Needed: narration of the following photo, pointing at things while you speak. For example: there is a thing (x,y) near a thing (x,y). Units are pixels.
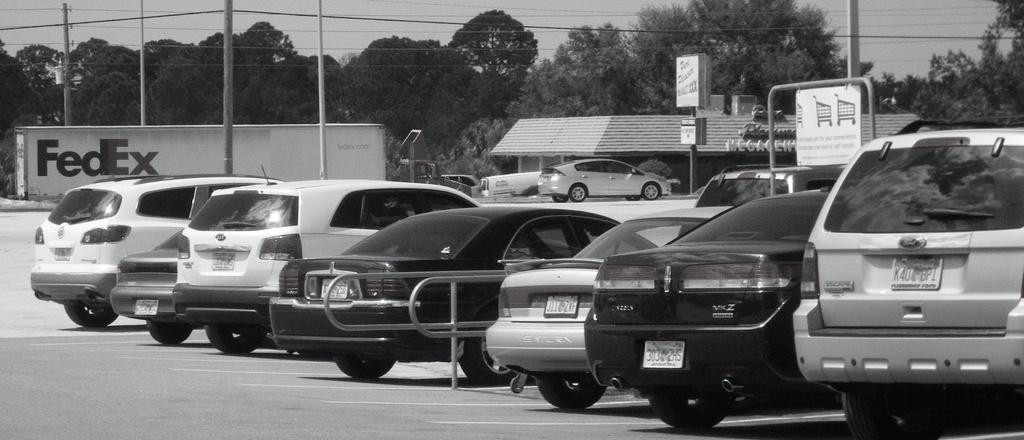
It is a black and white picture. In this picture I can see vehicles (452,239), store (677,136), poles (144,116), boards (693,136), plants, trees (263,56), sky (908,64) and objects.
